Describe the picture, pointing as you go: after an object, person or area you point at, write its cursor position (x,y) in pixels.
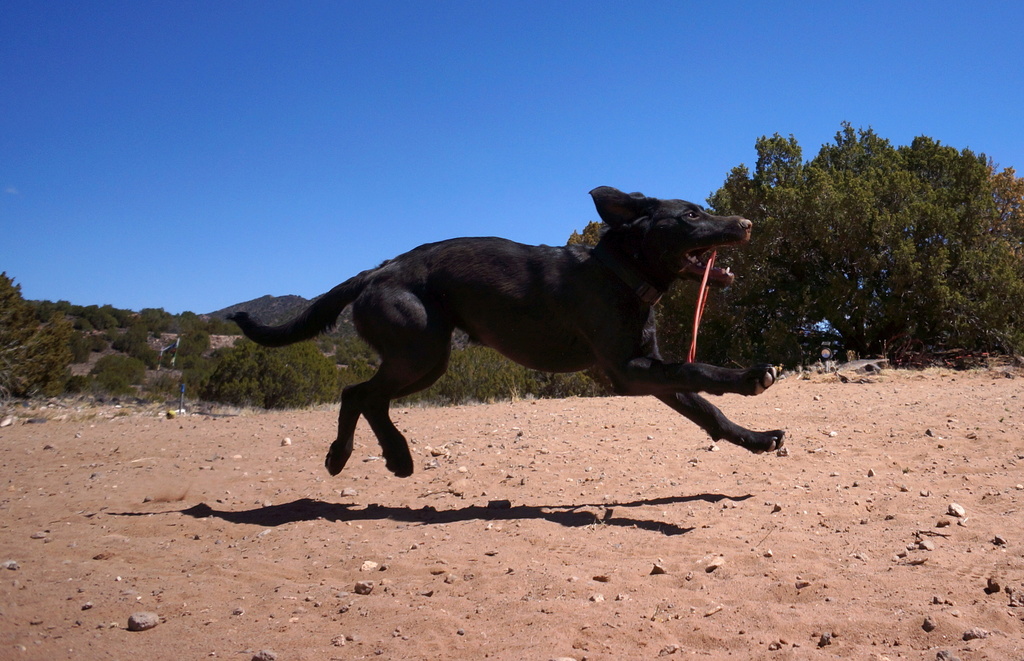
In this picture, there is a dog (556,297) running towards the right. It is in black in color. At the bottom (579,572), there is sand (461,555). In the background (369,366), there are trees (197,356) and sky (475,117).
